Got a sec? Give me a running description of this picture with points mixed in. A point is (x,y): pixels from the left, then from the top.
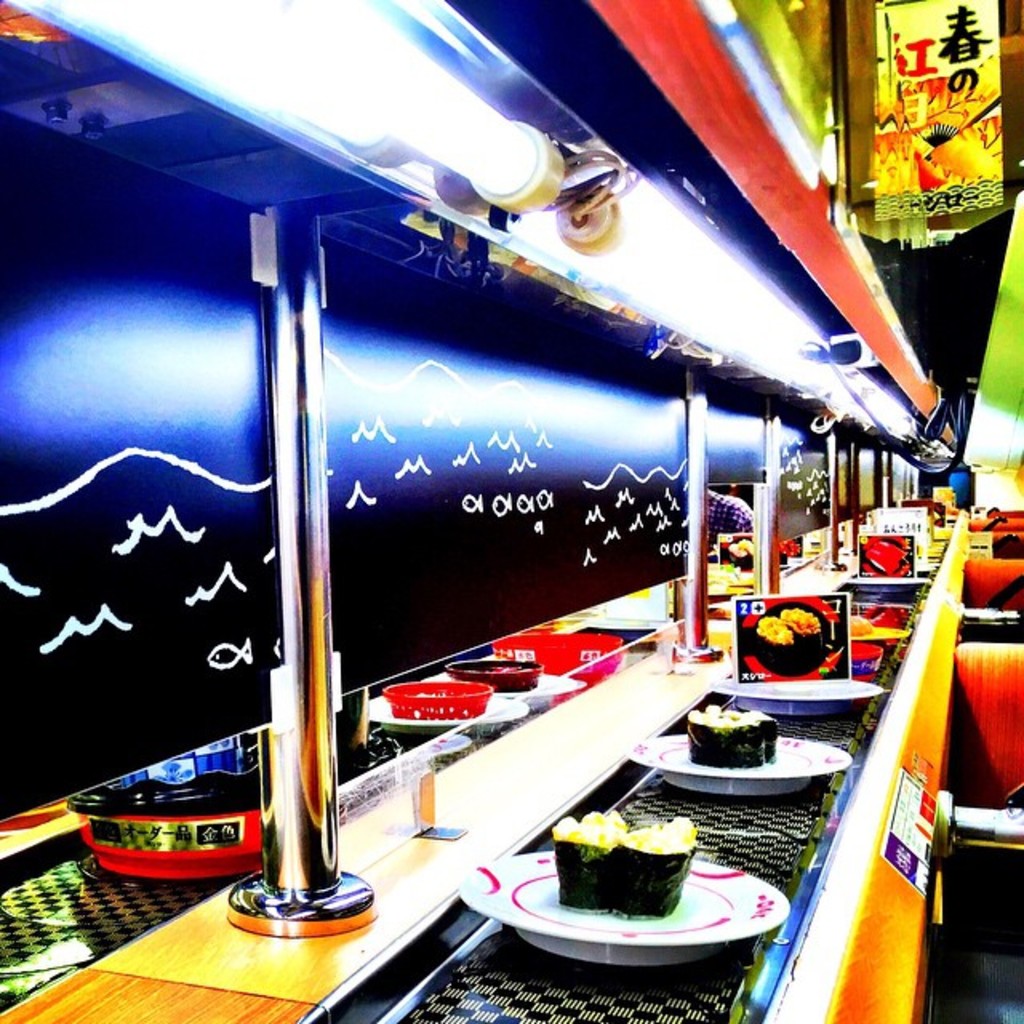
In this image we can see serving plates (665,950) which has food (667,892) in them are placed on the table (721,624), advertisement boards (792,670), electric lights (391,115) and floor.
